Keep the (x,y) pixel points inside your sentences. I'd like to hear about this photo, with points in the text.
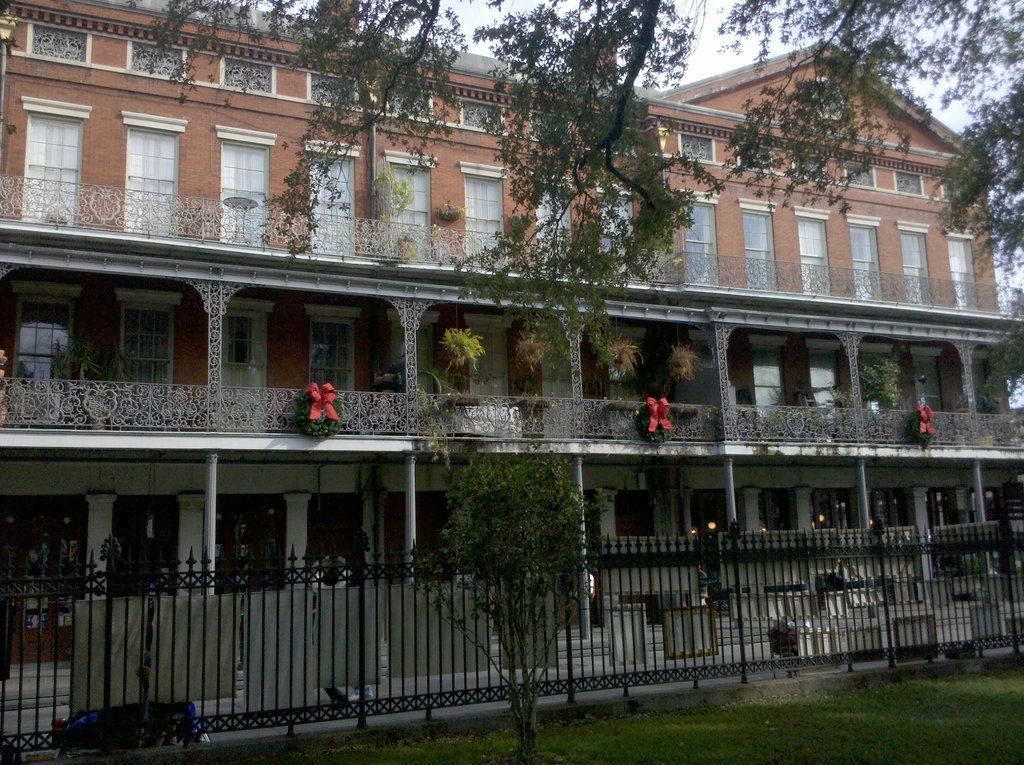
In this image in the front (766,733) there's grass (763,726) on the ground (667,725), and there is a tree (509,588) and in the center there is fence (364,633) which is black in colour and in the background (906,373) there is a building (430,382).
